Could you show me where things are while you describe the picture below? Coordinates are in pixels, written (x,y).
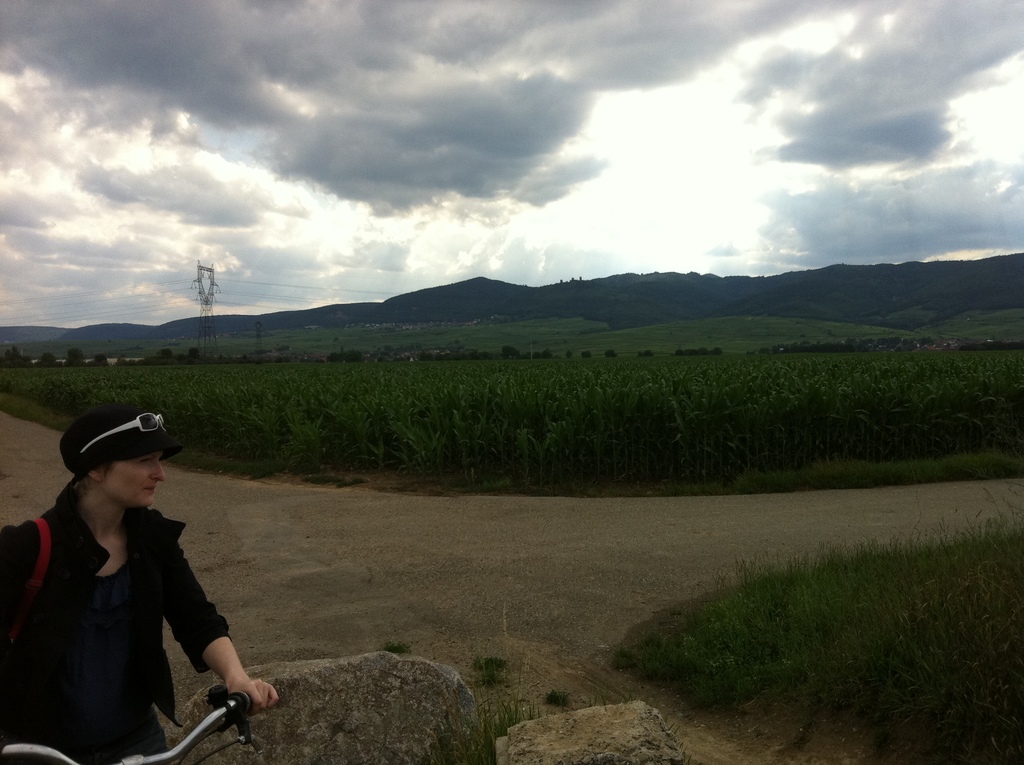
On the left side (9,689) bottom of the image (158,707), we can see a person (84,674) is holding a vehicle handle (154,757) and wearing a hat (125,455). Here we can see walkways (559,601), plants (876,384), rocks (300,717) and grass (700,661). Background (461,315) we can see trees (227,359), transmission tower (209,349), hills (556,310) and cloudy sky (574,158).
